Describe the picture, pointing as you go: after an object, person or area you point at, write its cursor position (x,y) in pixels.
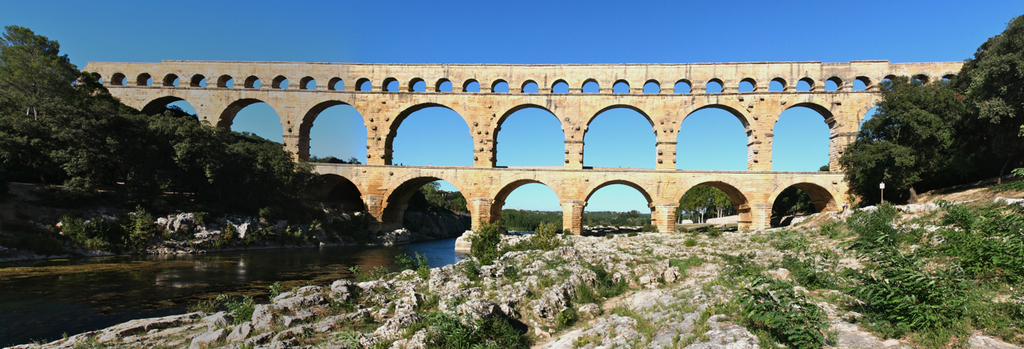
In this image I can see the water (137,283), few plants (954,261) which are green in color on the rocky surface (625,264), few trees (201,154) which are green in color, a bridge (491,187) which is cream and brown in color and in the background (452,142) I can see the sky (492,48).
